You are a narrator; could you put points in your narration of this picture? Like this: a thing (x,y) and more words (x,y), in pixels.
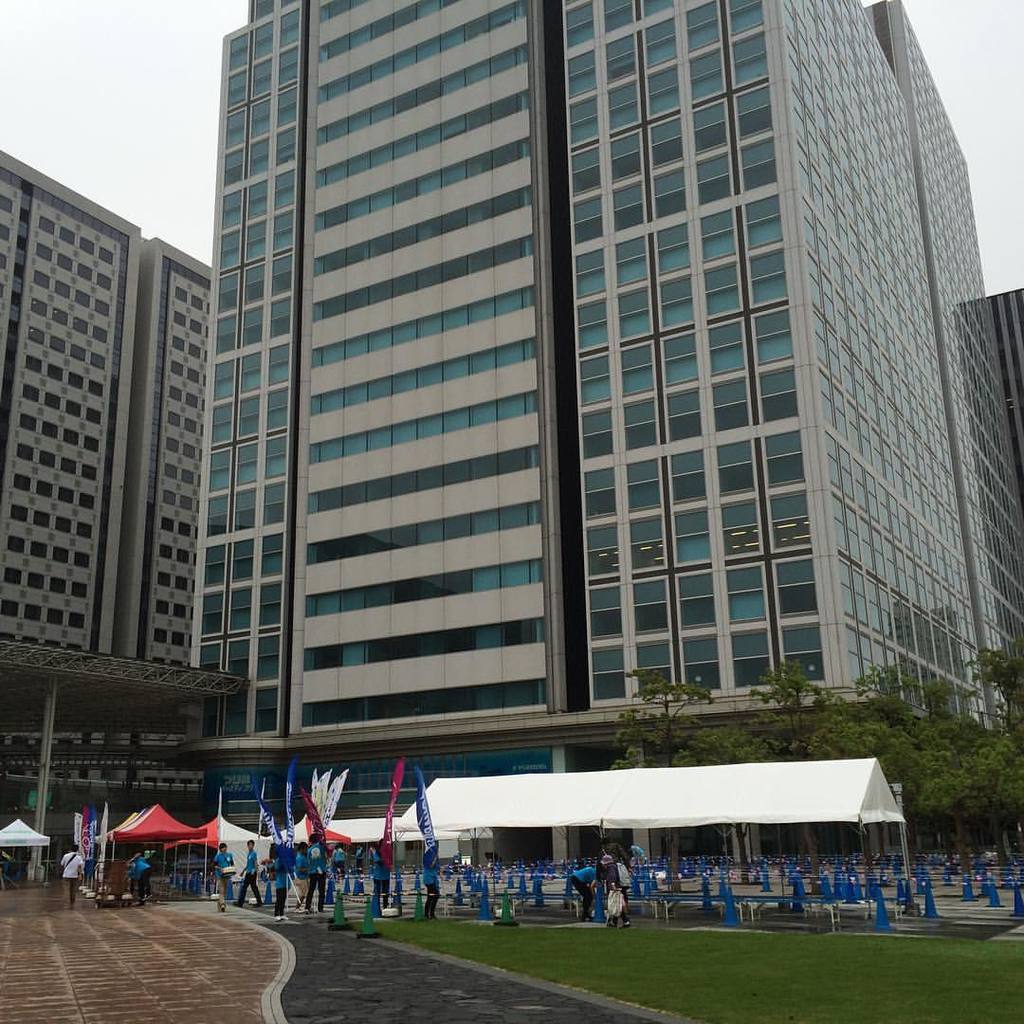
As we can see in the image there are buildings (571,385), trees (891,708), grass (721,986), benches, few people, flags (315,823) and tents (133,823). At the top (137,145) there is sky (114,128).
